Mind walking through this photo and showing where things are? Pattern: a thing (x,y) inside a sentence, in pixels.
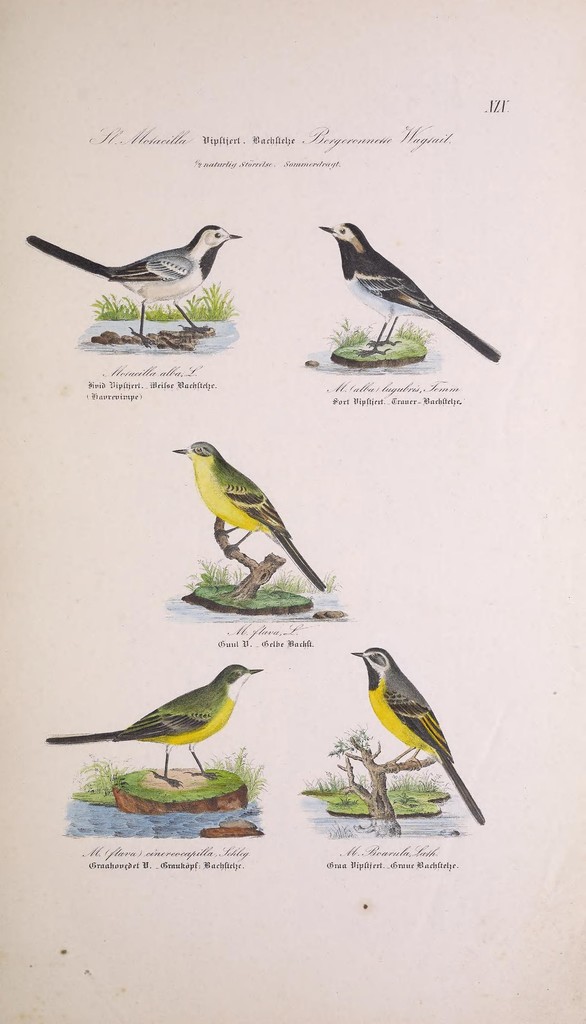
Here we can see five pictures (413,796) of birds (168,279) and some text (430,864).
